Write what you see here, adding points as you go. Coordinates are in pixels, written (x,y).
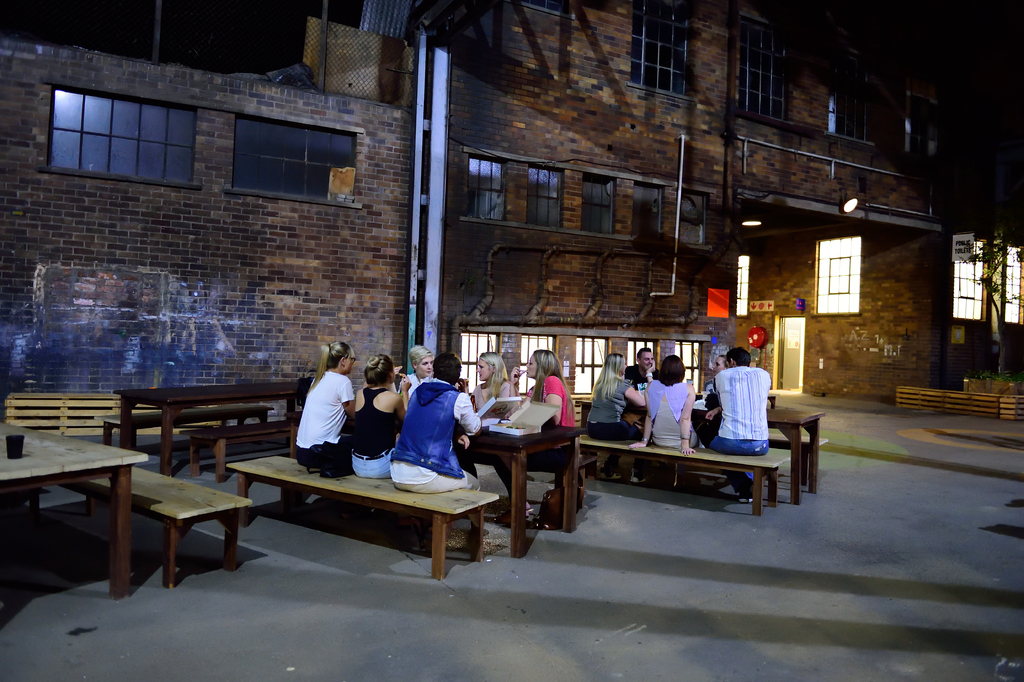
We can see in the image that there are many people (455,443) sitting on a bench (604,445). This is a table (500,451) and a building (375,250) beside.
